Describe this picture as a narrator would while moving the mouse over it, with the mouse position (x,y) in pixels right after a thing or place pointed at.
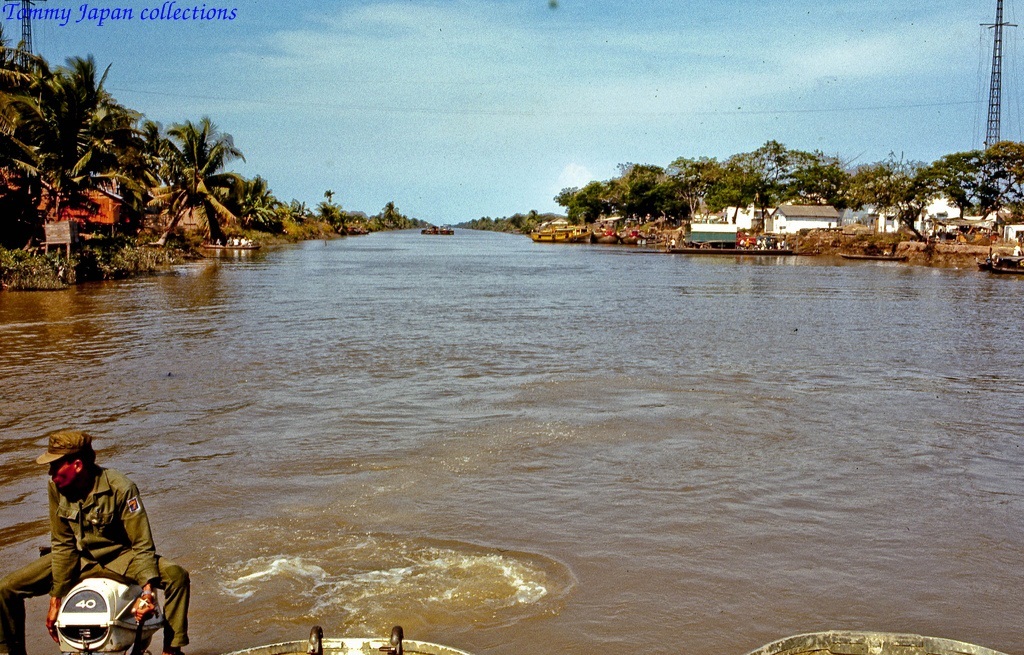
In the center of the image (395,381) there is a river (463,393) and we can see boats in the river (389,262). On the left (87,541) there is a man (96,552) sitting in the boat (102,602). In the background (140,238) there are trees (760,207), buildings (831,218), poles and sky (508,81).
